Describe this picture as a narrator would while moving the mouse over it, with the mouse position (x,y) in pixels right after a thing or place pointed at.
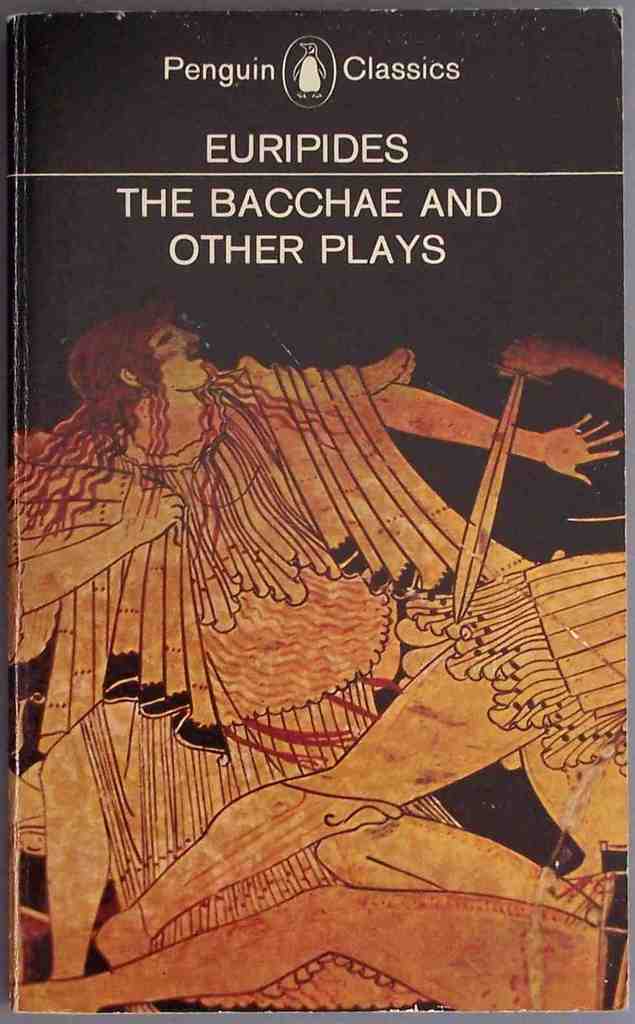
In this image there is a book (261,434) having some pictures (380,697) and some text (267,177) on top of it. There is painting (283,656) of humans (325,789) on it. Top of it there is some text (401,241) on the book (389,285).
